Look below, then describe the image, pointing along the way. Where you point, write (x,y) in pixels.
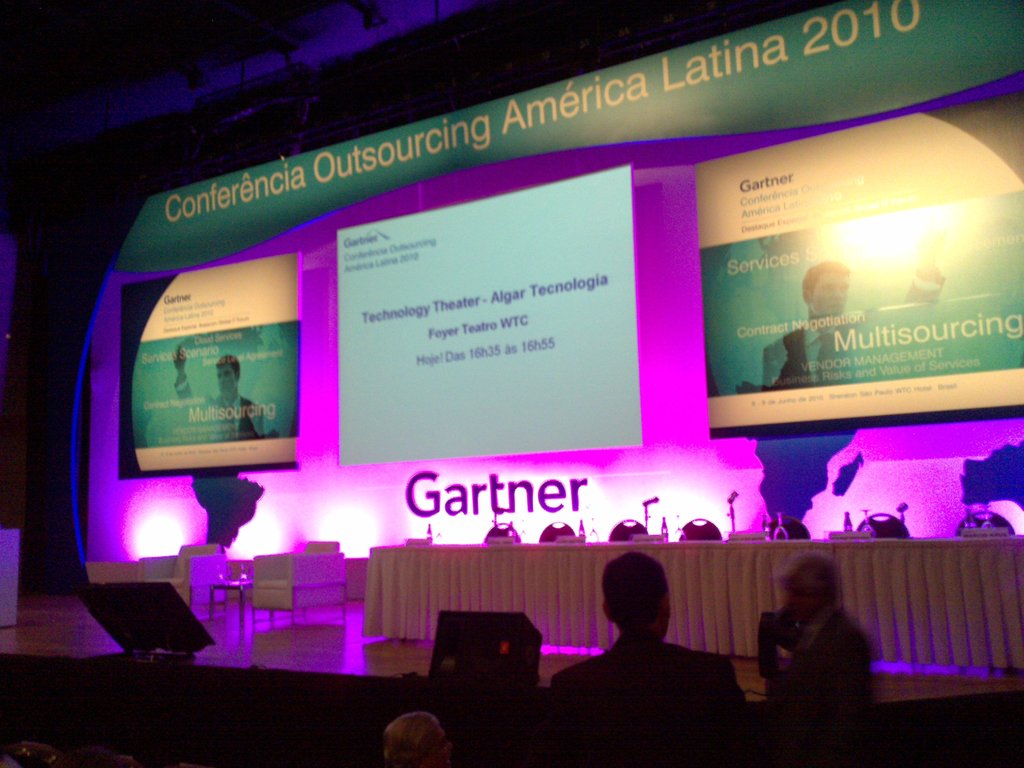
In this image we can see people (642,643). There is a stage (265,630), there are sofas (215,595), table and objects (123,592) on the left corner (216,569). There are chairs (977,526), there are mikes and objects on the table (450,578) and there is a screen (495,386) in the background (571,444).
